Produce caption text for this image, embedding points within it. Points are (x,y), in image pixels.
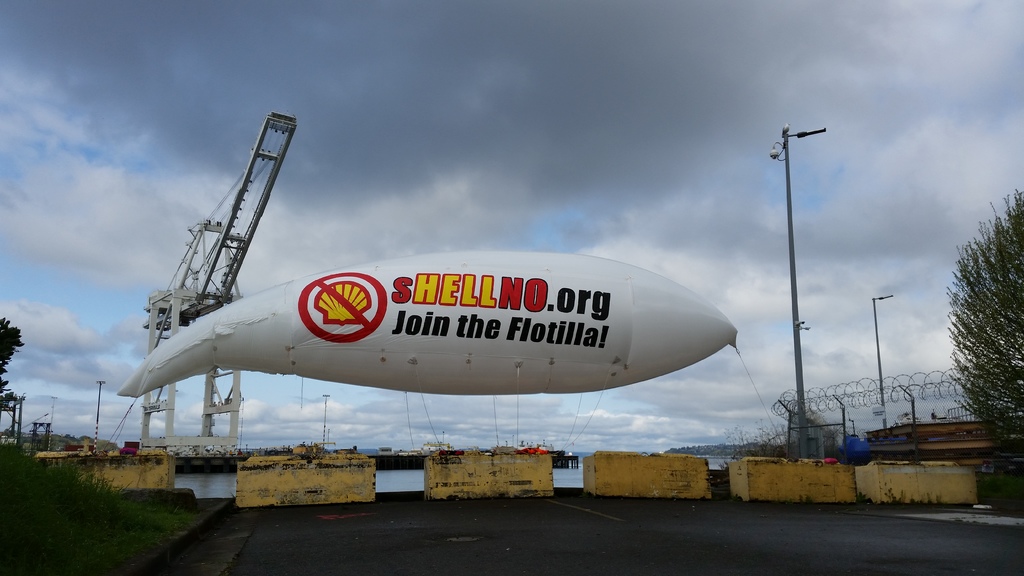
In this image we can see a crane (223,256) in the left side of the image (181,264). In the foreground of the image (332,340) we can see a balloon (619,311) tied with ropes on the ground (437,515). To the right side (878,349) we see poles (794,342), tree (980,342), fence (814,397) and in the background (942,234) we can see the clouds (636,131) and sky (198,75).
